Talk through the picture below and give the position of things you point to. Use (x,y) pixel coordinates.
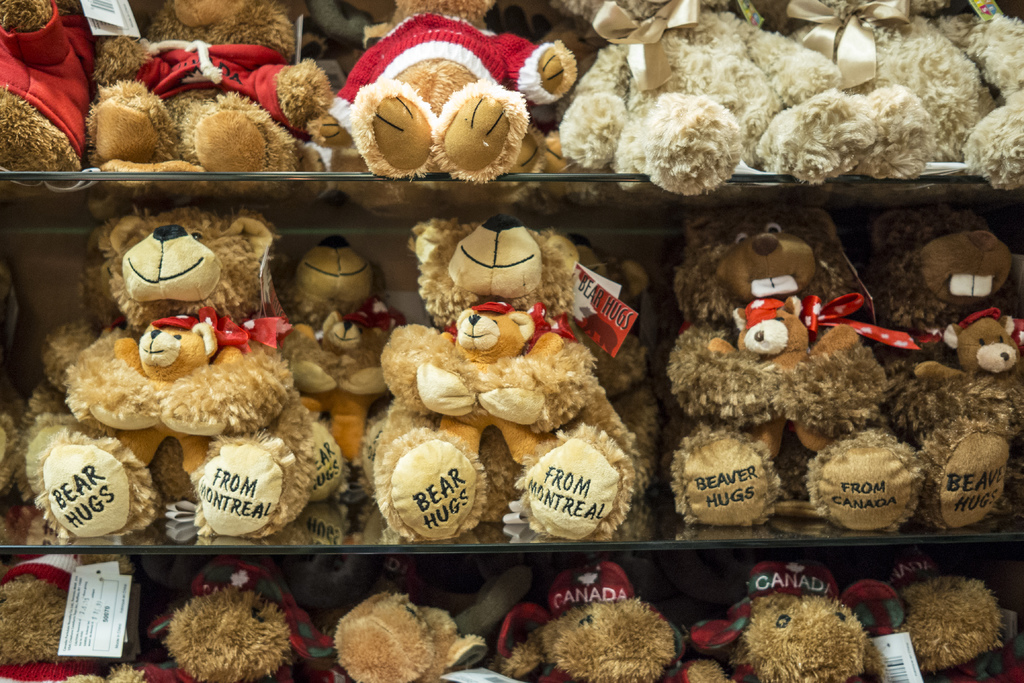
In this picture we can see three racks (406,210). In every rack (651,432) we can see different types of teddy bears (525,296) and dolls (899,459). On the bottom left corner (95,594) there is a tag (95,609).
